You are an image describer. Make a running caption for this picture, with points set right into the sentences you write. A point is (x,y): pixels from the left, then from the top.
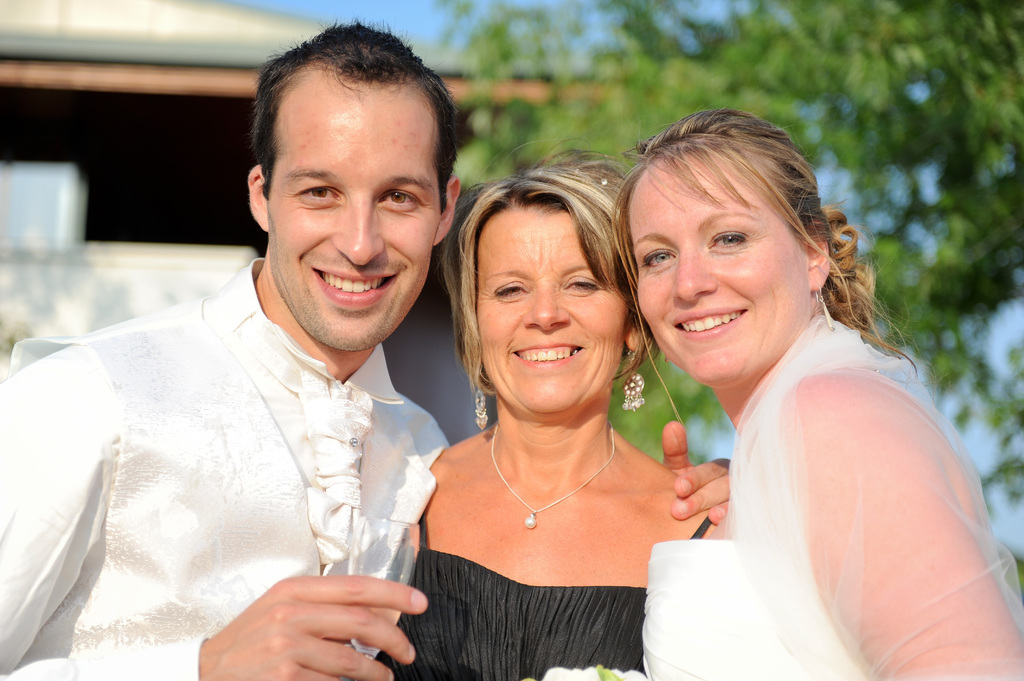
In this image, we can see people (372,429) standing and smiling and one of them is holding a glass (377,571). In the background (250,81), there are trees (600,55) and a shed (162,70).
